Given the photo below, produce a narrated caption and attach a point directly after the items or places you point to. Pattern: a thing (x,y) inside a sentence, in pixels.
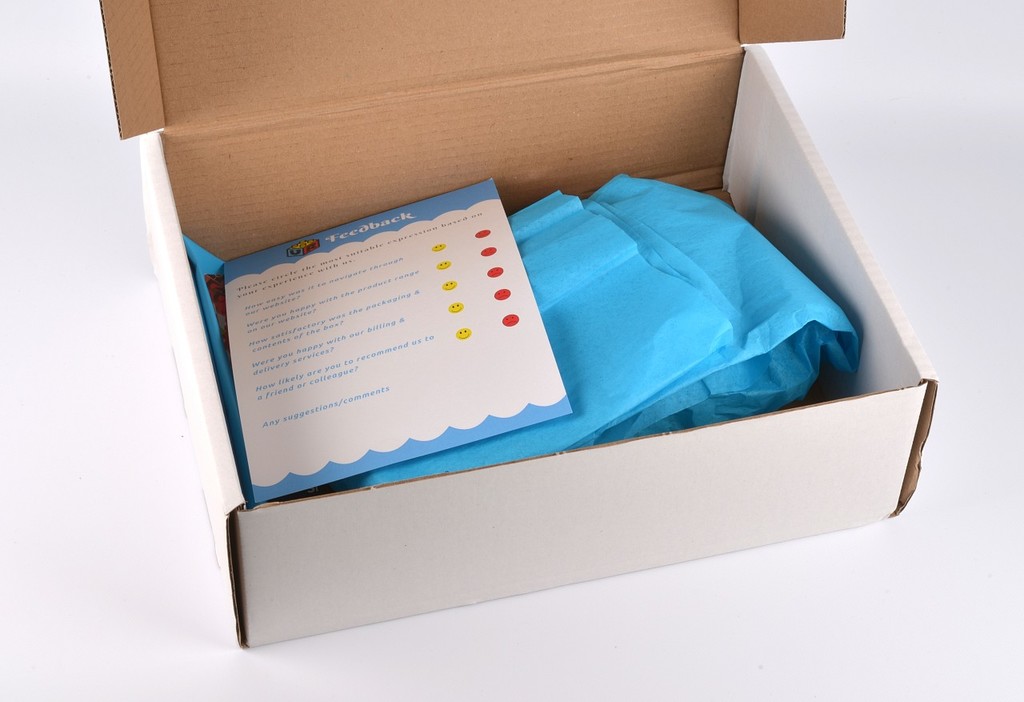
In this image I can see a cardboard box (673,470) in white color, inside the cardboard (645,471) I can see a paper (415,329), and a covers (561,312) in blue color.
